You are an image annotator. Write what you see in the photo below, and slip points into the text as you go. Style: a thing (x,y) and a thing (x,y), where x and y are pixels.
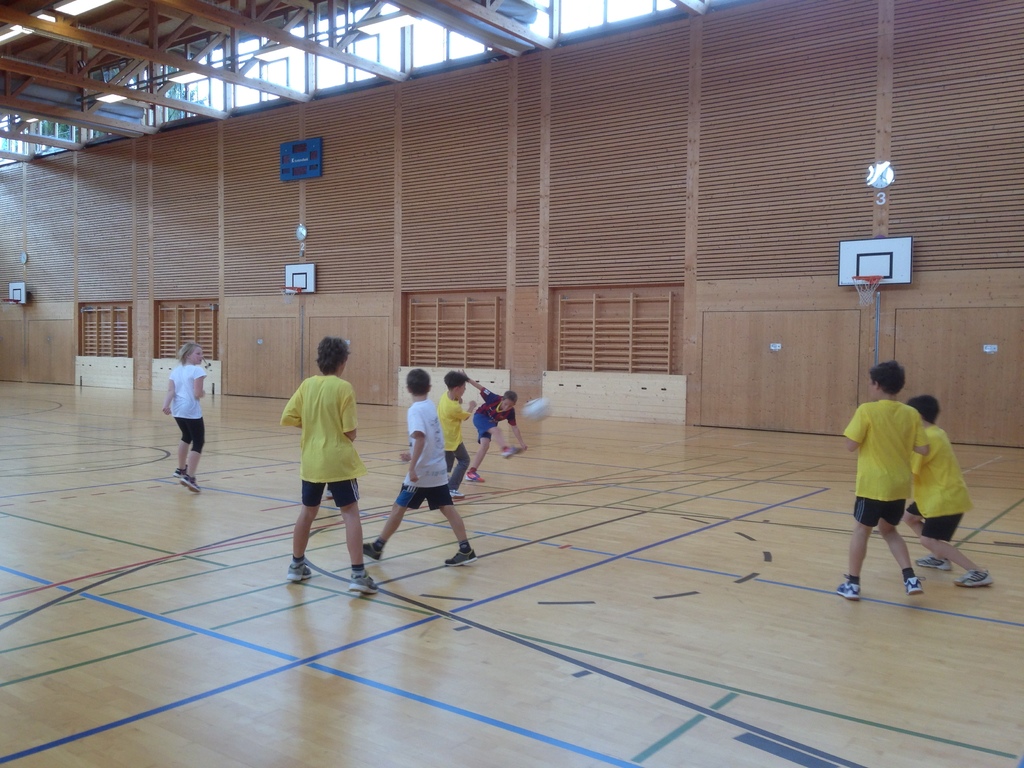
There are many children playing with a ball (531,400). In the back (407,212) there is a wooden wall (171,260). On the wall (225,287) there are basketball nets (20,295). At the top (267,75) there are wooden rods (316,56) and windows (599,7).
